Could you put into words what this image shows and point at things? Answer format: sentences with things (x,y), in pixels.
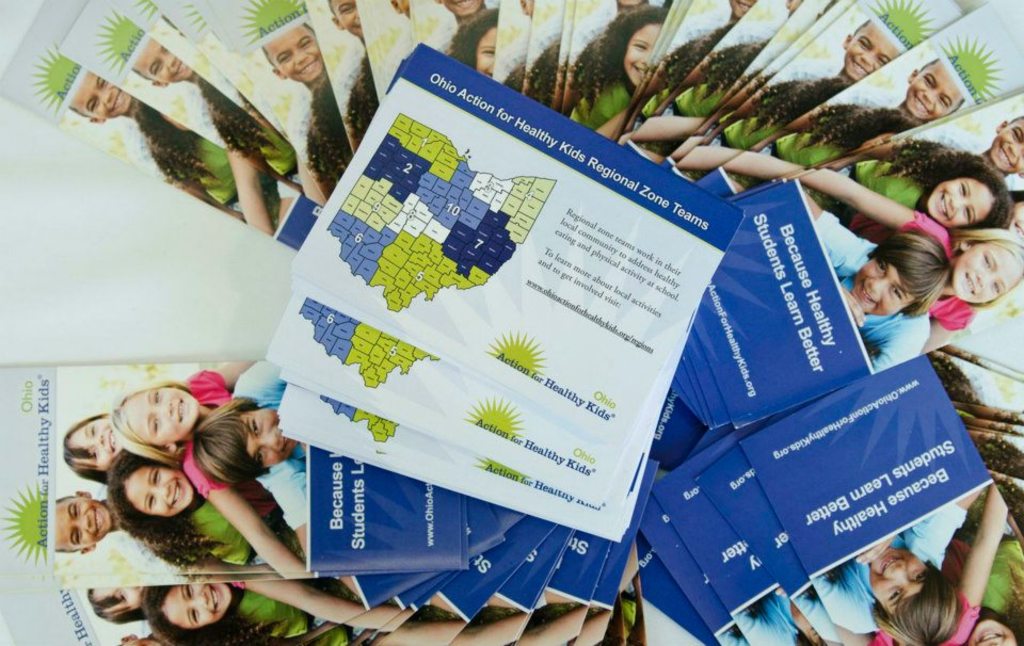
In this image there are so many books (856,461) and some pamphlets (513,430) kept on a table (21,273).
